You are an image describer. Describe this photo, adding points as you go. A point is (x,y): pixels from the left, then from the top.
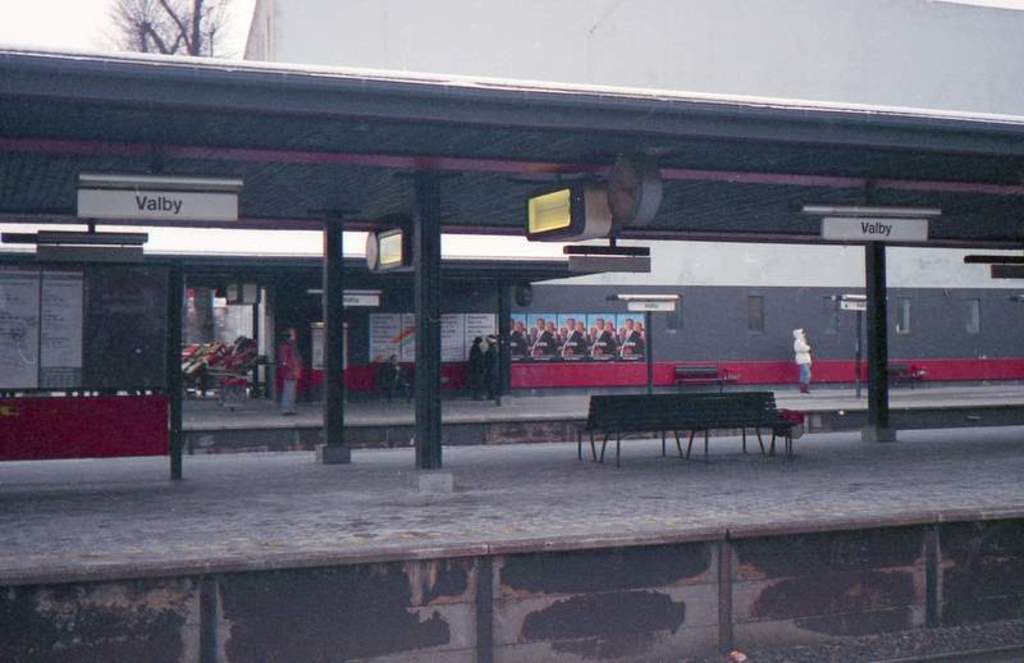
In this picture I can observe railway station (485,204). In the middle of the picture (670,427) there are benches (648,414) on the platform (619,476). In the background (517,24) I can observe a building (313,32) and tree (191,33).
